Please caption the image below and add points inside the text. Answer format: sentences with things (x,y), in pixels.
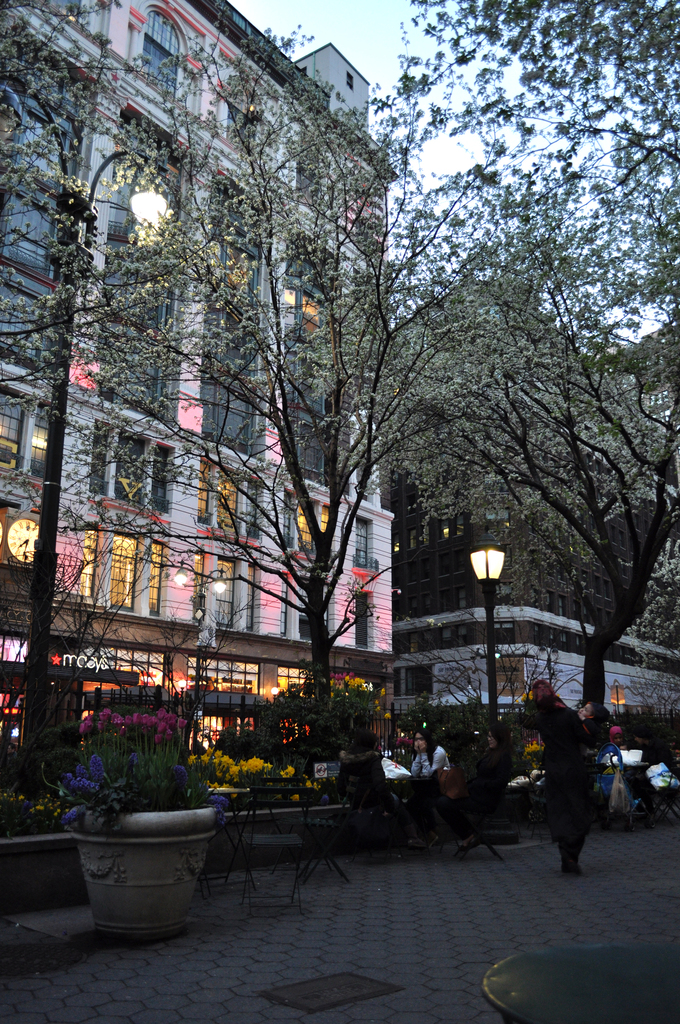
In this picture we can see walking area (380,921) in the front (486,887) bottom side. Behind there is a woman (443,808) sitting on the chair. Behind there is a fencing grill (172,702) and some trees (219,461). In the Background (321,53) there is a white color building (250,673).
